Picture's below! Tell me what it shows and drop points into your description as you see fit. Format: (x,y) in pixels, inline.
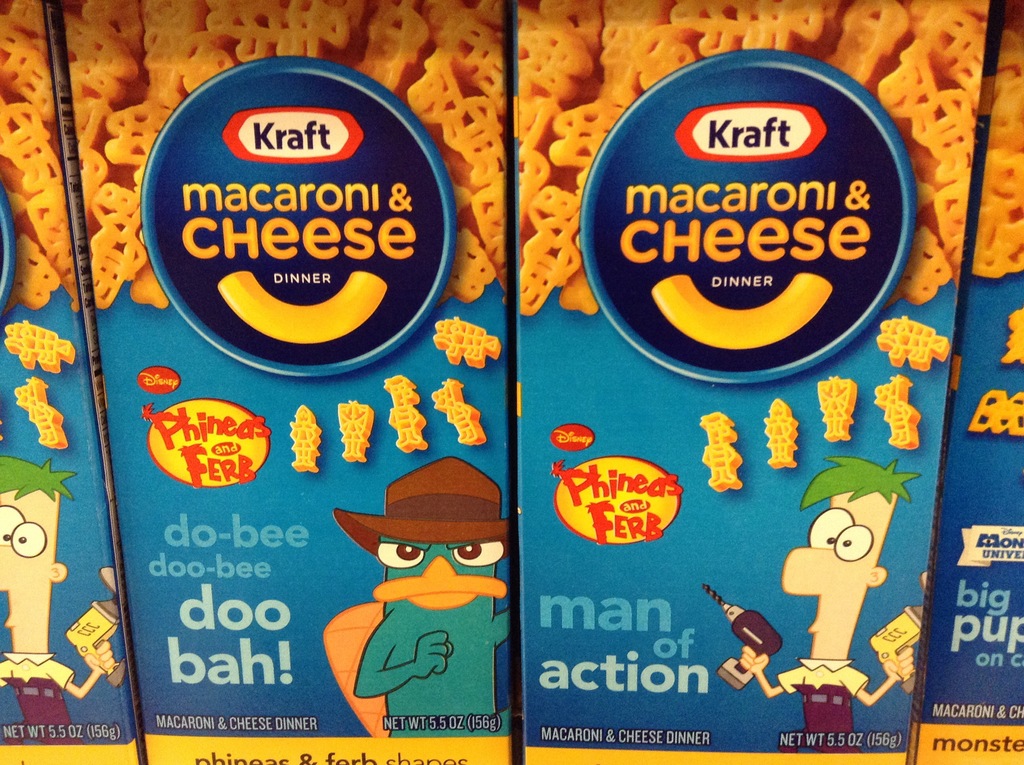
In this image in the foreground (315,486) there are some boxes (351,491), and on the boxes (274,390) there is some text (196,445) written and also there are some cartoons (78,648).
